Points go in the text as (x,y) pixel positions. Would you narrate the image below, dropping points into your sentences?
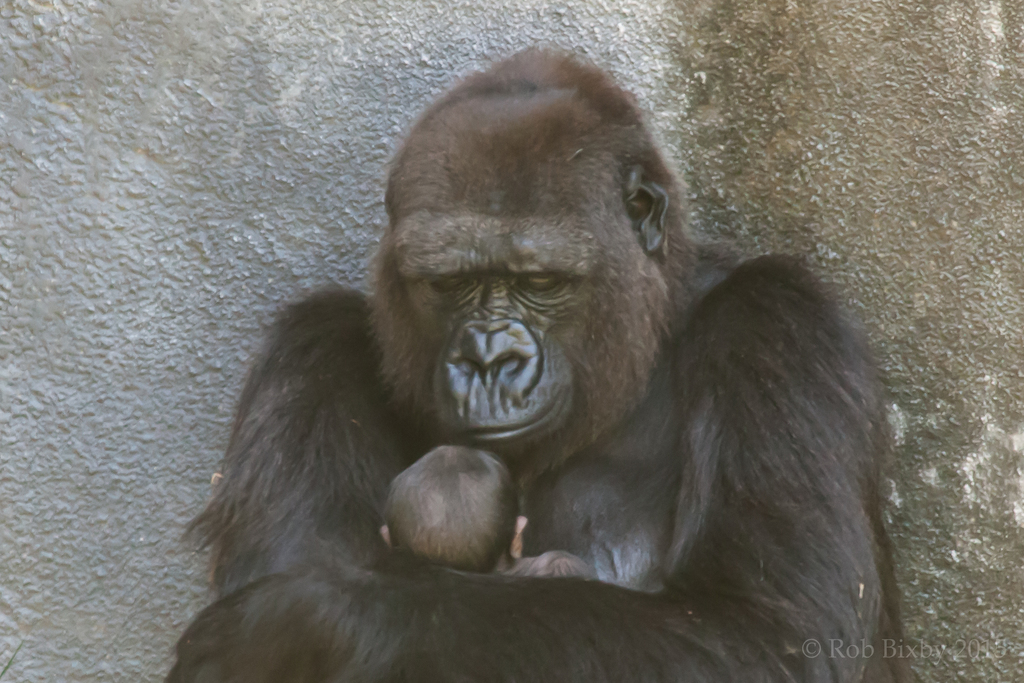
In the picture I can see the gorilla (295,575) is carrying an infant (523,569). In the background (17,212), I can see the wall (220,227). Here I can see the watermark (831,642) on the bottom right side of the image (850,642).
